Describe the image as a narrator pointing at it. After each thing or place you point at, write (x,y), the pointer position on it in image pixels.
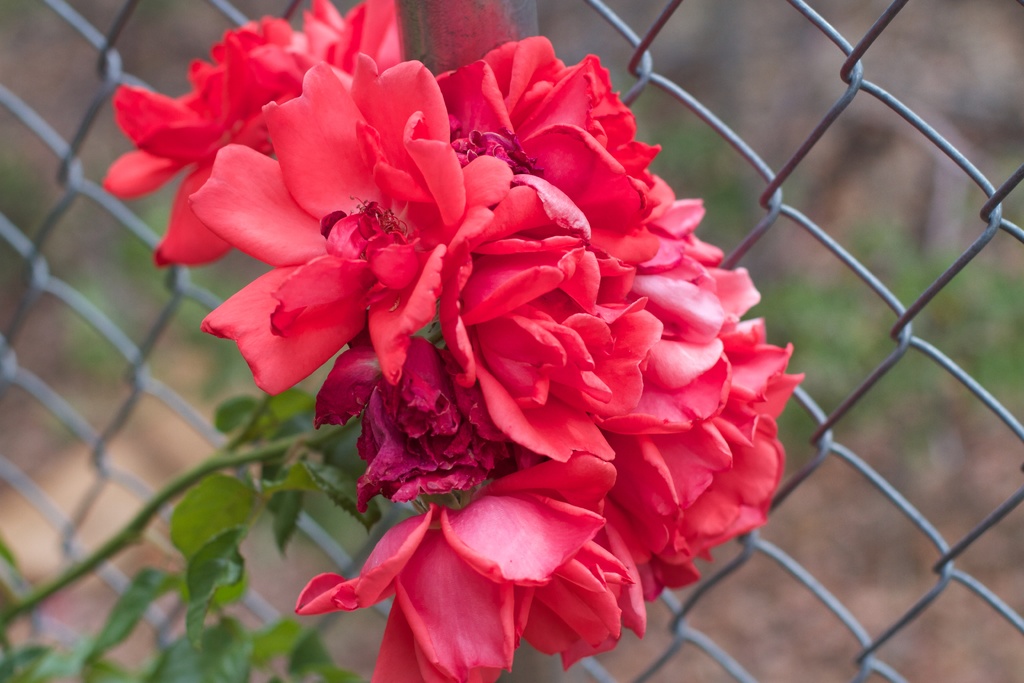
In this image there are flowers (455,392) truncated towards the top of the image (408,84), there is plant (239,494) truncated towards the bottom of the image (176,626), there is a fencing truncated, the background of the image (919,93) is blurred.
